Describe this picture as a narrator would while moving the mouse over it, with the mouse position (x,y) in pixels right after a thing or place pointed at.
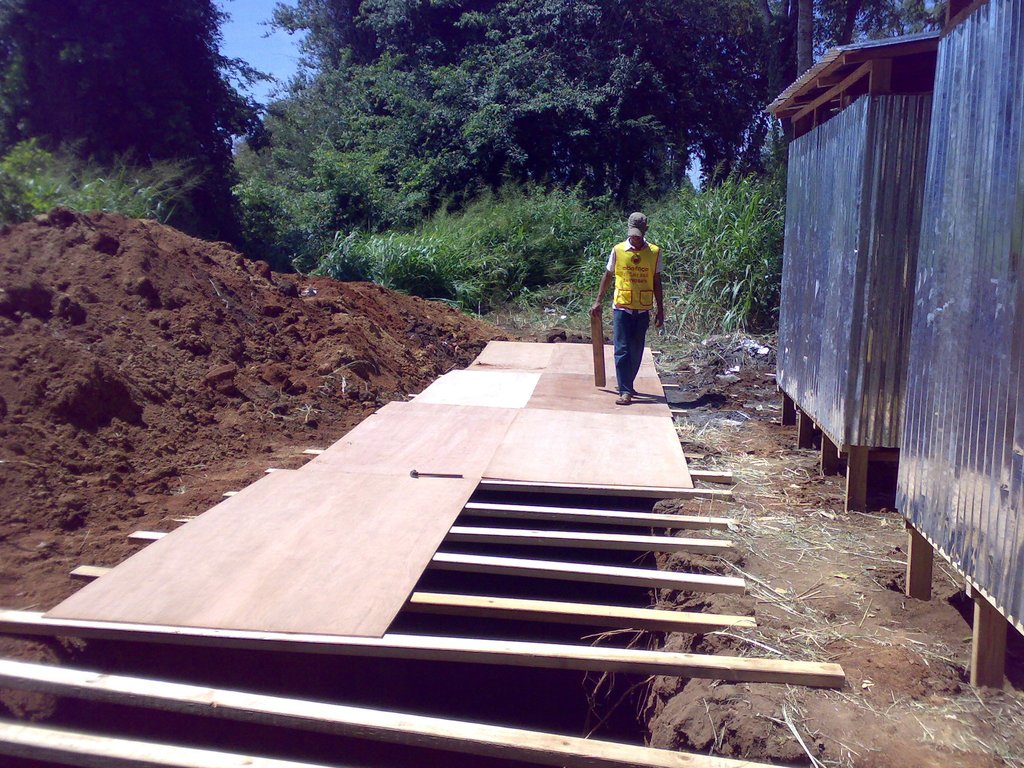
A person (631,323) is on a wooden surface (644,395). This man (650,279) is holding a wooden object (593,349). This is metal wall (1004,341), soil (397,363) and trees (419,90). Sky (274,50) is in blue color.
